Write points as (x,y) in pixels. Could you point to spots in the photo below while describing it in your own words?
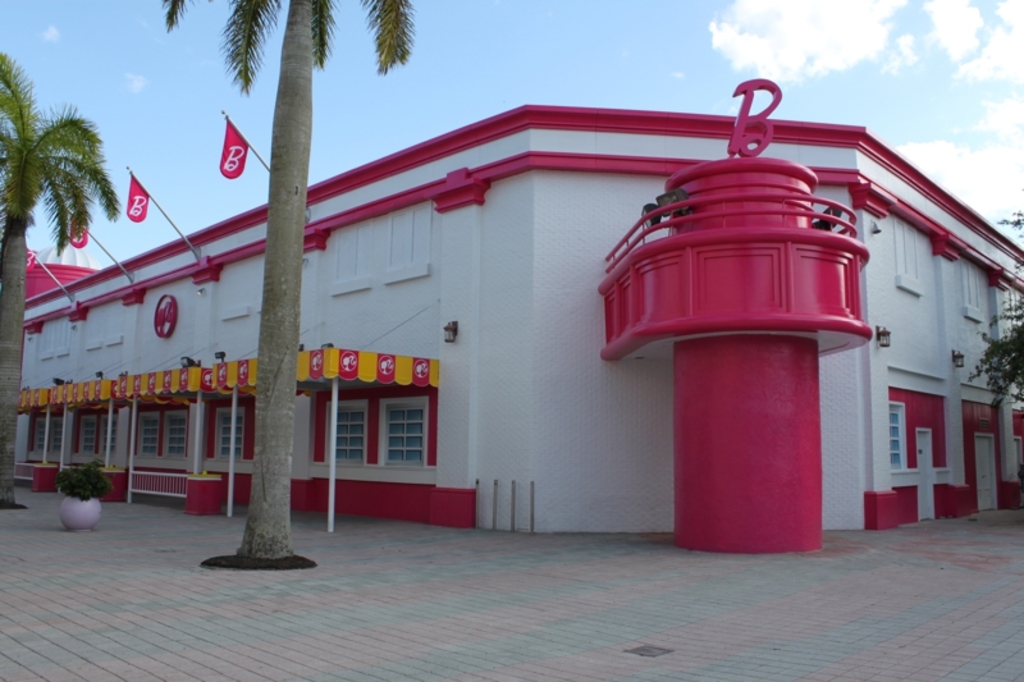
In this image we can see a building (540,391) with windows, pillars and doors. Near to the building (225,385) there are trees (1011,383). On the left side (79,514) there is a pot (79,500) with a plant (88,483). Also there are flags (141,210) with poles (59,284) attached to the building (159,278). In the background (232,107) there is sky (537,23) with clouds (778,63).
